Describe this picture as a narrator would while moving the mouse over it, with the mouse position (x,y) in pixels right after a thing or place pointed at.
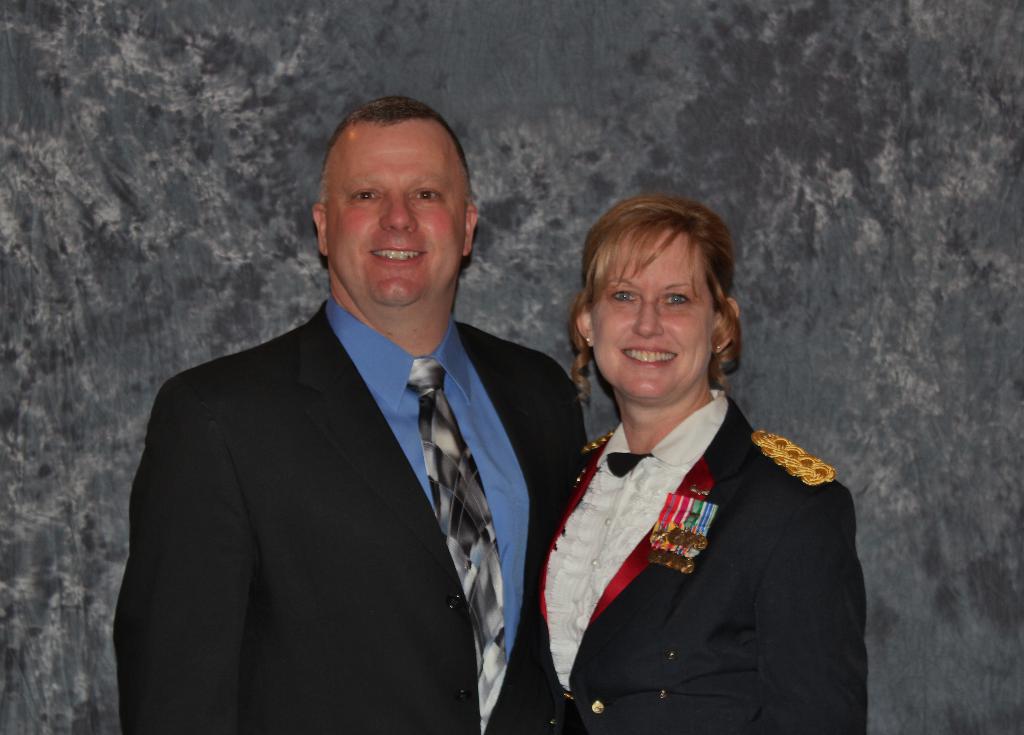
Here we can see a man (391,461) and a woman (831,692) are standing and both are smiling. In the background (98,418) there is a wall (25,128).
